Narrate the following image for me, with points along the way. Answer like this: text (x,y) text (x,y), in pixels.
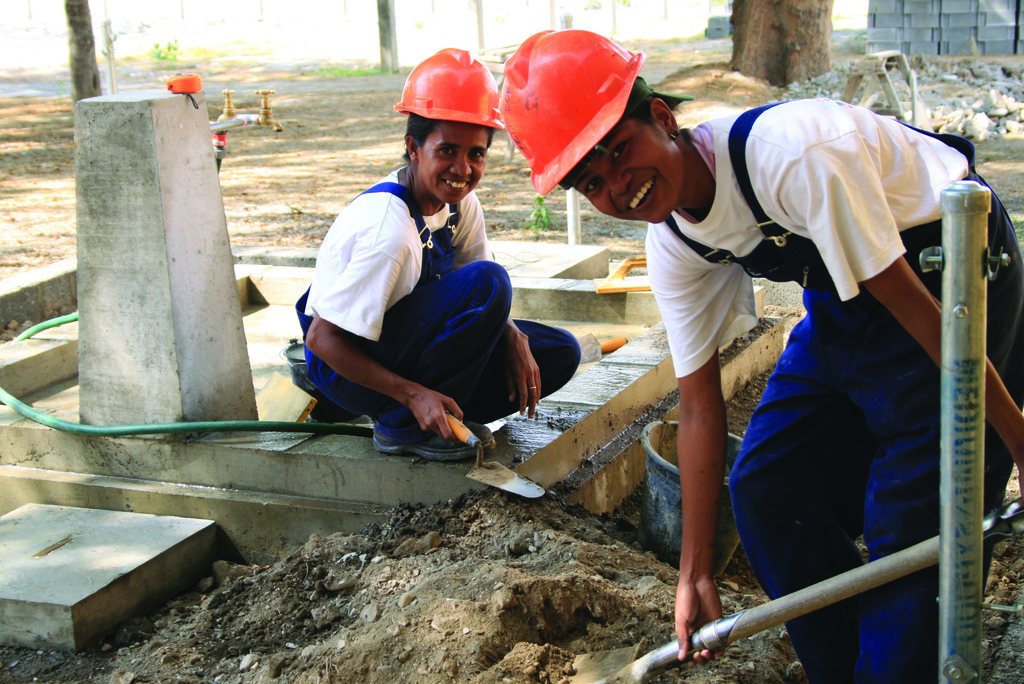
In this picture, we see two women (713,319) constructing a wall (648,348). The woman (686,489) on the right corner of the picture (745,288) wearing a white t-shirt (739,230) and red helmet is digging the soil (512,596) and both of them are smiling. On the left corner of the picture (195,83), we see a tap (264,126), measuring tape (181,85) and green color pipe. Behind them, we see stones (1003,100) and trees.
